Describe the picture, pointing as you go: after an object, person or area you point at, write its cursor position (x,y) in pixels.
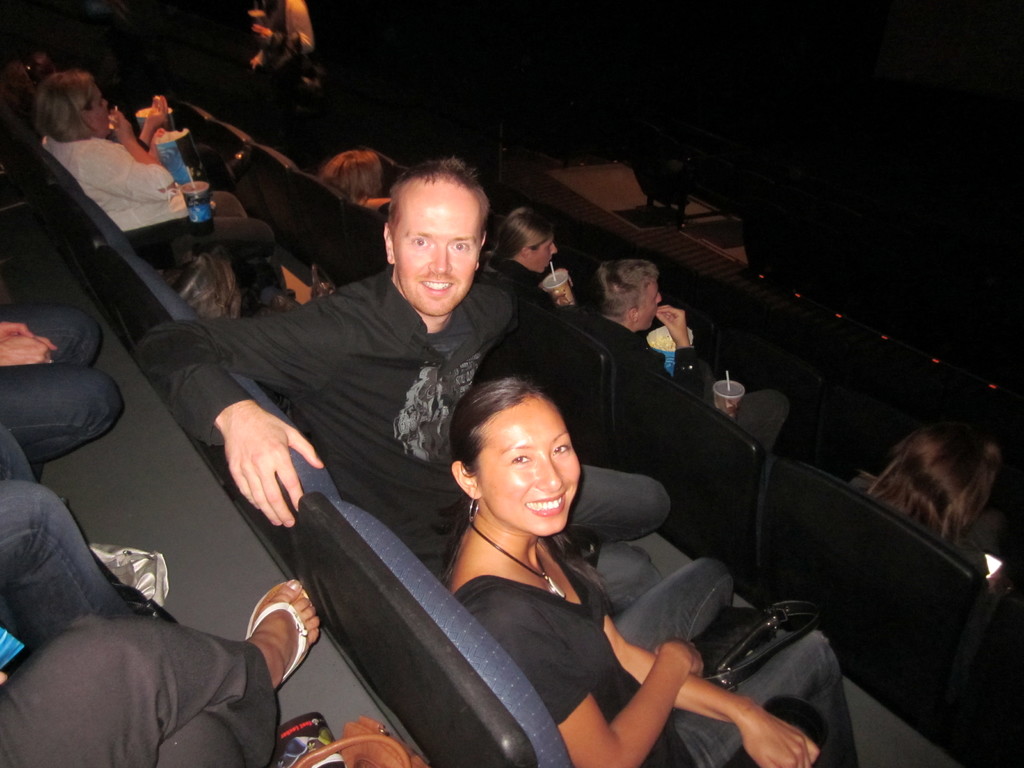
In this picture there is a man (412,272) who is wearing black dress (407,371). He is sitting on the chair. beside him we can see a woman (582,593) who is also wearing black dress (580,640) and locket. Both of them are smiling. On the right (946,494) we can see group of persons (946,494) who are holding drink cup (722,388) and popcorn (653,342). On the top right (930,187) there is darkness (859,52). Here we can see women (112,133) who is wearing white dress (115,212) and she is holding popcorn bucket (185,179). On the bottom left (126,754) we can see a person (126,754) wearing a slipper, near to the her we can see bag (352,748).
